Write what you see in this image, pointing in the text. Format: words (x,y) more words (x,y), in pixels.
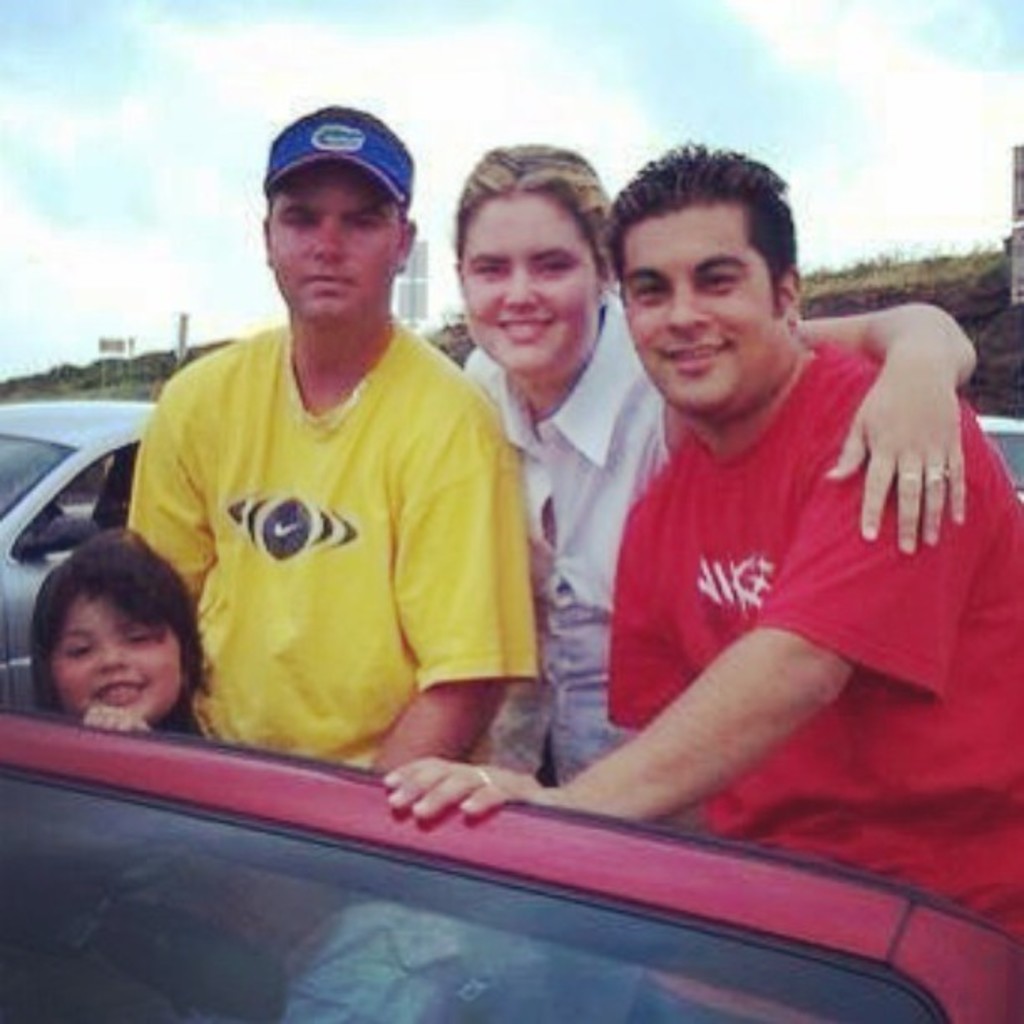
In this three people (626,316) and a kid (157,626) is standing inside a car (475,826). In the background (82,423) there is a white car (126,430).
